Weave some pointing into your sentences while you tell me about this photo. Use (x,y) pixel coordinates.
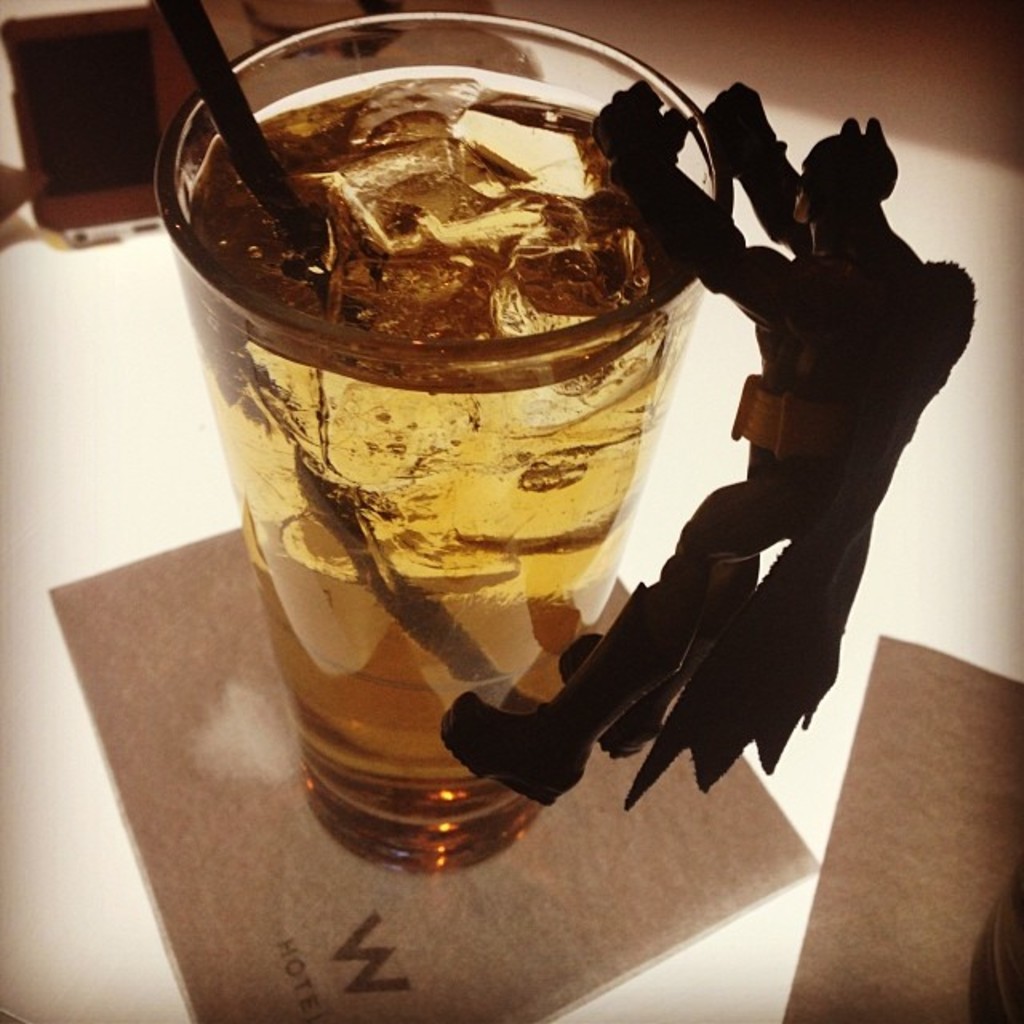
In this image we can see a glass (352,354) in which there is a drink (245,278), ice cubes (411,167), straw (262,180) and there is a toy (740,428) which is in the shape of some person (704,625).
